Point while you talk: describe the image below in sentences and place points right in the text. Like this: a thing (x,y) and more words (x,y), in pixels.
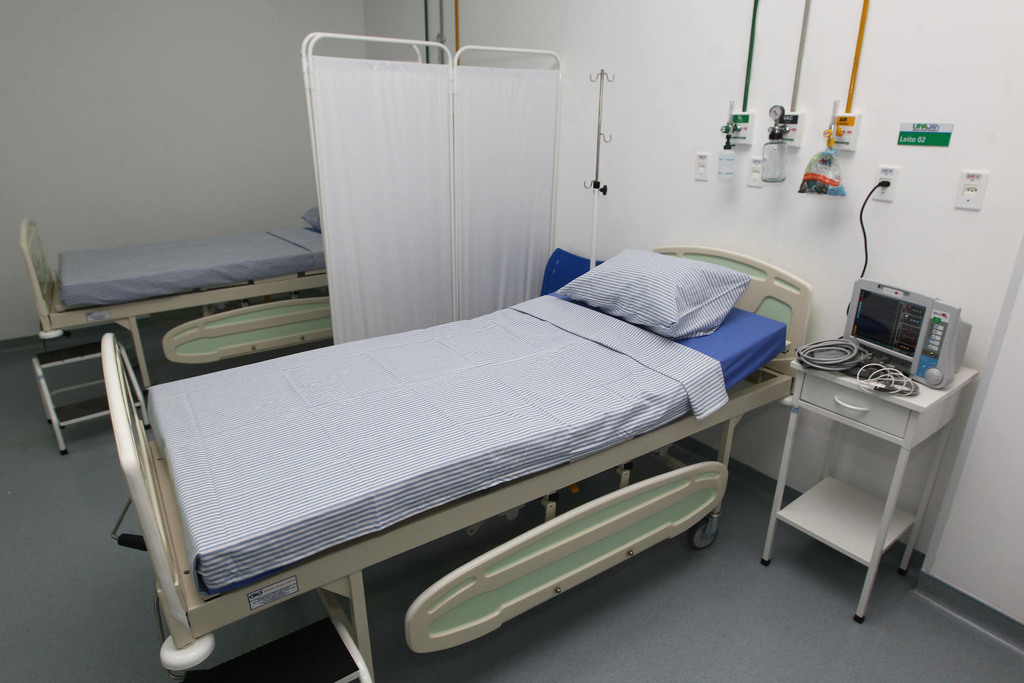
On the left side (312,328), there are two beds (664,301) separated with a white color cloth (350,196). On the right side (861,335), there is a machine (947,323) on a table (867,414), there is a white wall (809,219) and other objects (985,175). In the background (248,212), there is a white wall (129,108).
